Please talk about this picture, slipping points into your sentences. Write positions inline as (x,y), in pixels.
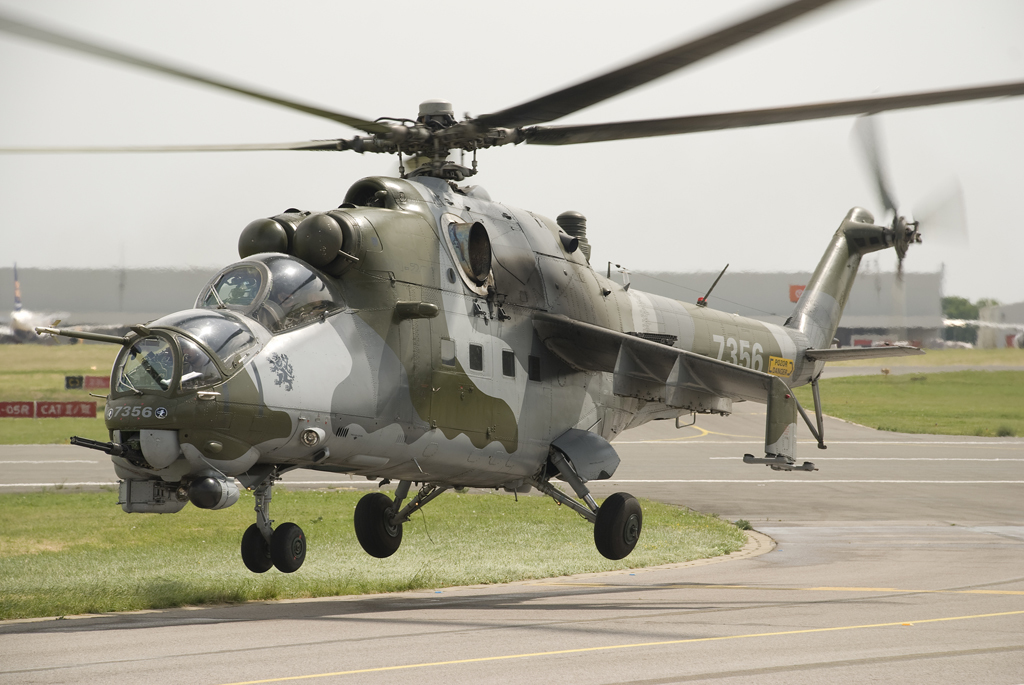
In the picture we can see a runway (609,601) and near to it, we can see a part of grass surface (479,521) and we can see a helicopter (225,330) about to land on the runway (705,612) and in the background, we can see a plane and behind it we can see a shed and a sky (777,249).
